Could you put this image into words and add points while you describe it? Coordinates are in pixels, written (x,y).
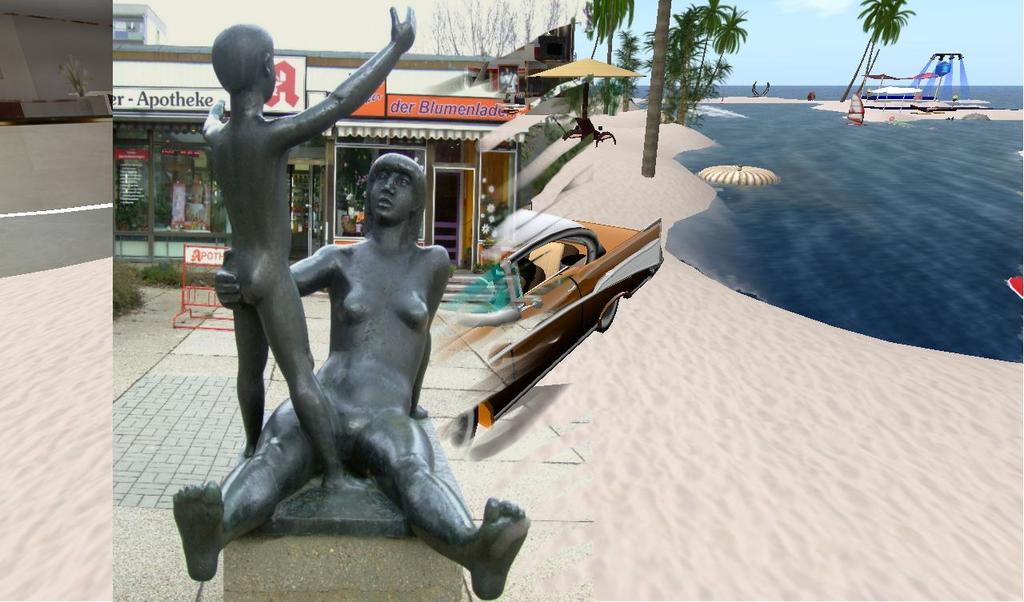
In this image, we can see a statue (323,435) on the pillar (347,568). Here we can see shops (200,203), plants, banners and sky (328,32). On the right side (772,381) and left side of the image (12,282), we can see an animated pictures (701,405). Here we can see car (591,295), trees (704,63), water (825,145), few objects (911,108) and sky (791,70).
